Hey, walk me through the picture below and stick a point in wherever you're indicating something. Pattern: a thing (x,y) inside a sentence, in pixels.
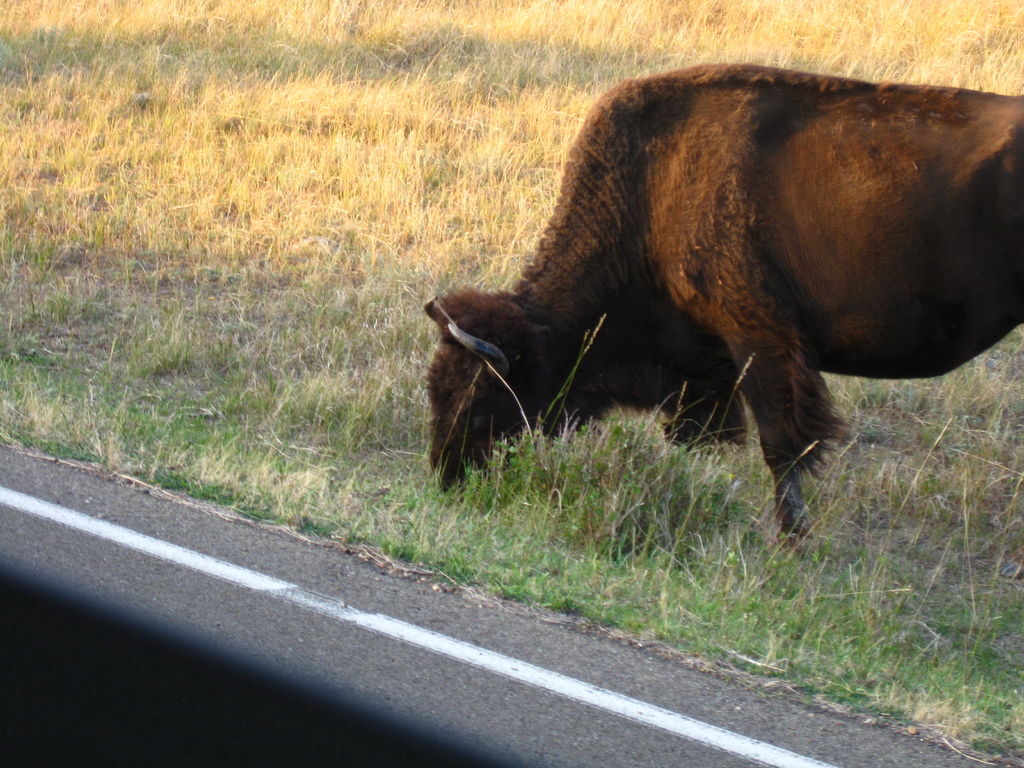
In this picture we can see an animal (807,278) here, at the bottom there is grass (305,181).
